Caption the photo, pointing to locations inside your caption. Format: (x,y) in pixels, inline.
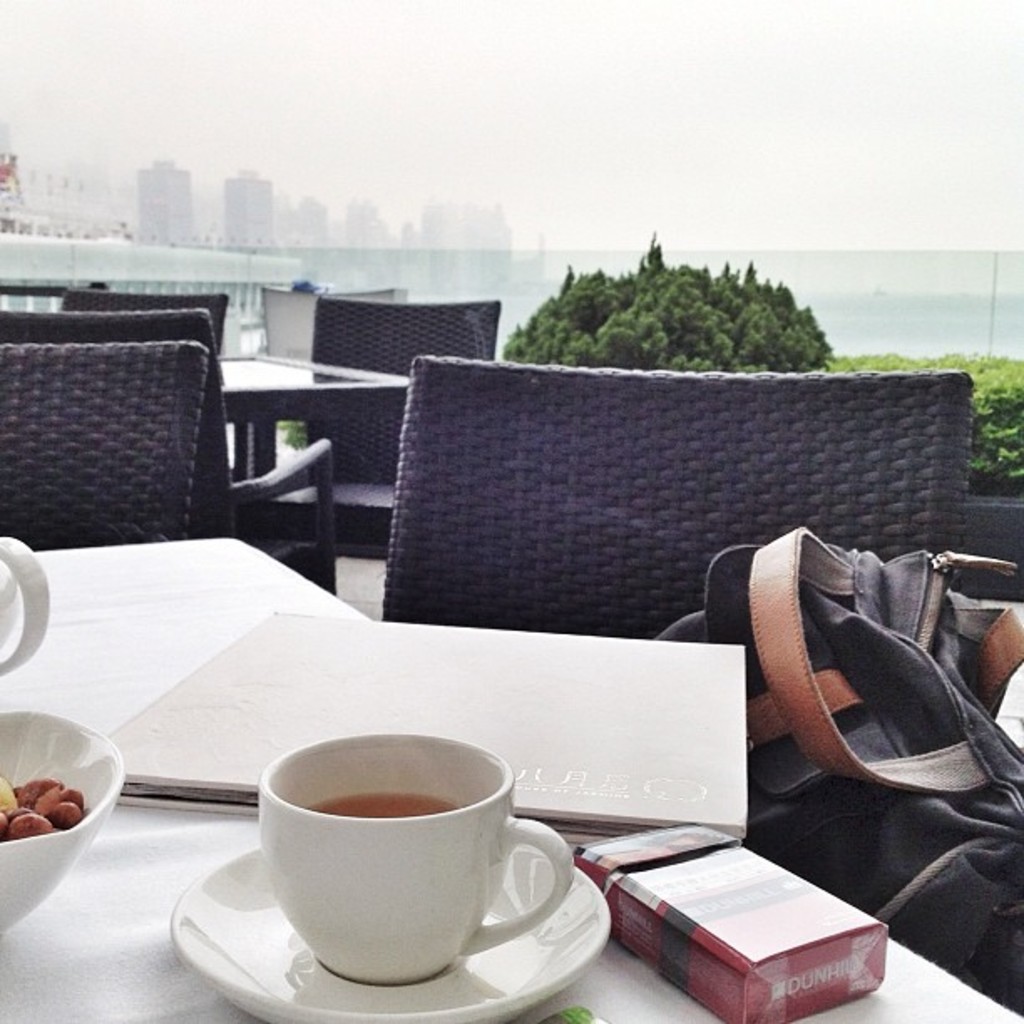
This is a table (121,614) covered with white cloth (166,666). I can see a book (567,750), cup (390,892) and saucer (418,1018), bowl (46,846) and red color object (668,943) placed on the table (131,697). This is the bag (828,664) kept on the chair (733,534). I can see few empty chairs (388,326) and table (298,374) here. These are the small bushes (675,333). At background (487,247) I can see buildings (242,214).
